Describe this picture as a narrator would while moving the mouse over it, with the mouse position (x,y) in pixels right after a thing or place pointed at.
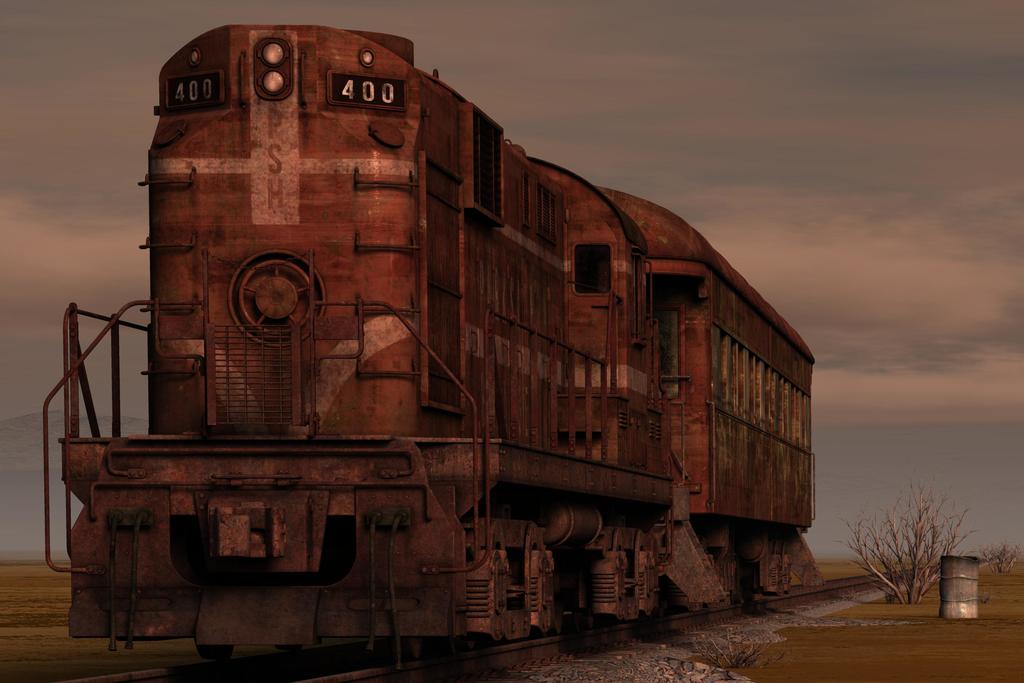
In this image we can see a train (519,422) on the tracks (600,627), there are some plants (728,664), stones (660,640) and an object (956,582), in the background (823,224) we can see the sky (1015,399).
